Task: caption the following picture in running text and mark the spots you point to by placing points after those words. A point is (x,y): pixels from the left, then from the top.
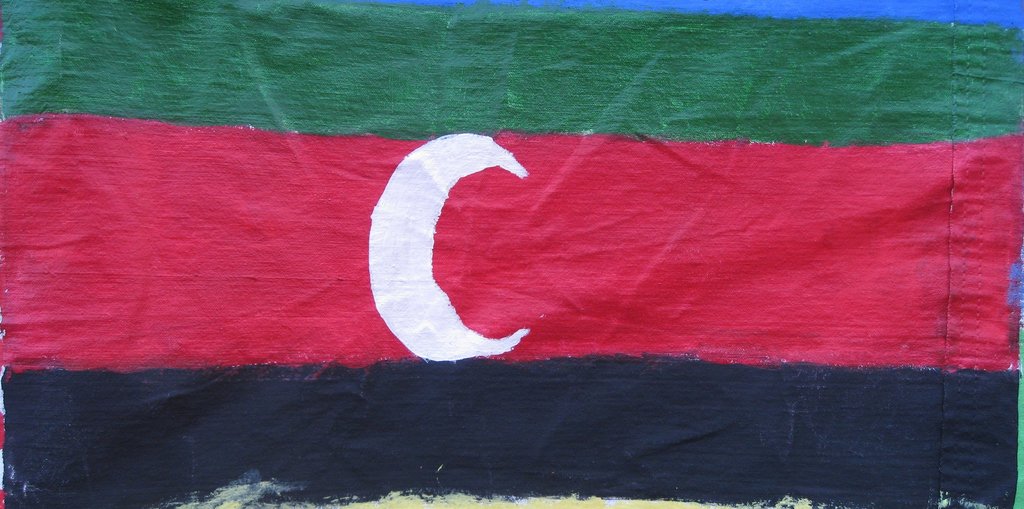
This picture is consists of darfur flag (817,203) in the image.
